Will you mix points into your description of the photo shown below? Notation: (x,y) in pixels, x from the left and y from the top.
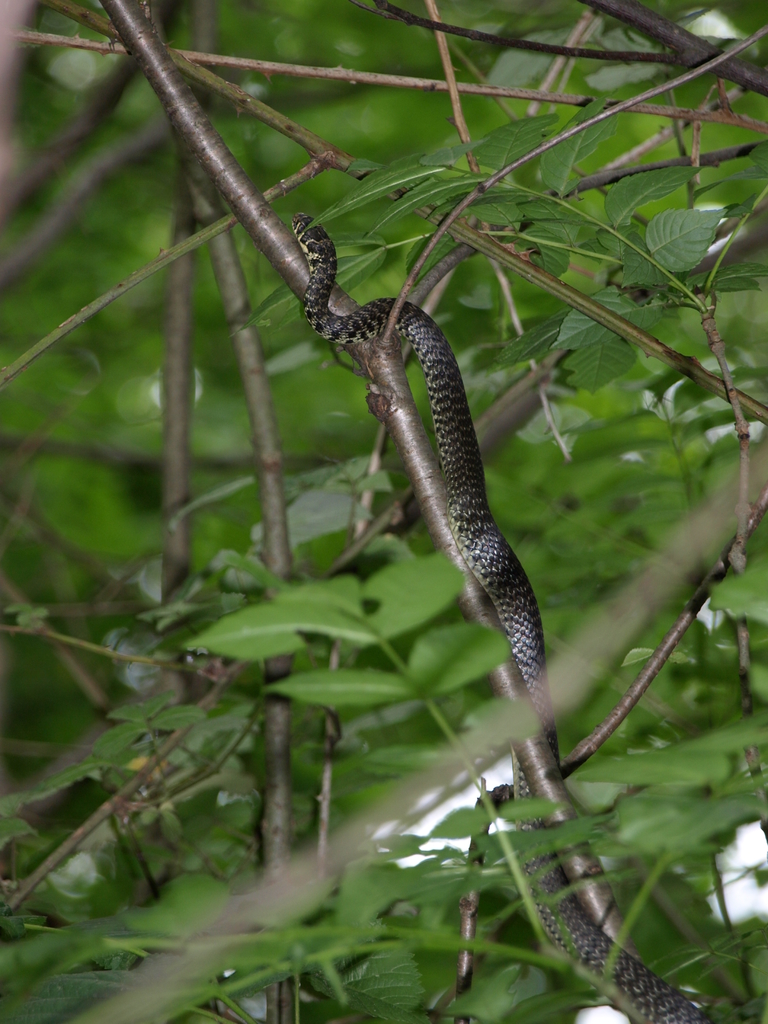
In the foreground of this image (375,322), there is a snake (422,356) on a stem (368,351) around which, there are leaves (214,814) and stems (26,357).
